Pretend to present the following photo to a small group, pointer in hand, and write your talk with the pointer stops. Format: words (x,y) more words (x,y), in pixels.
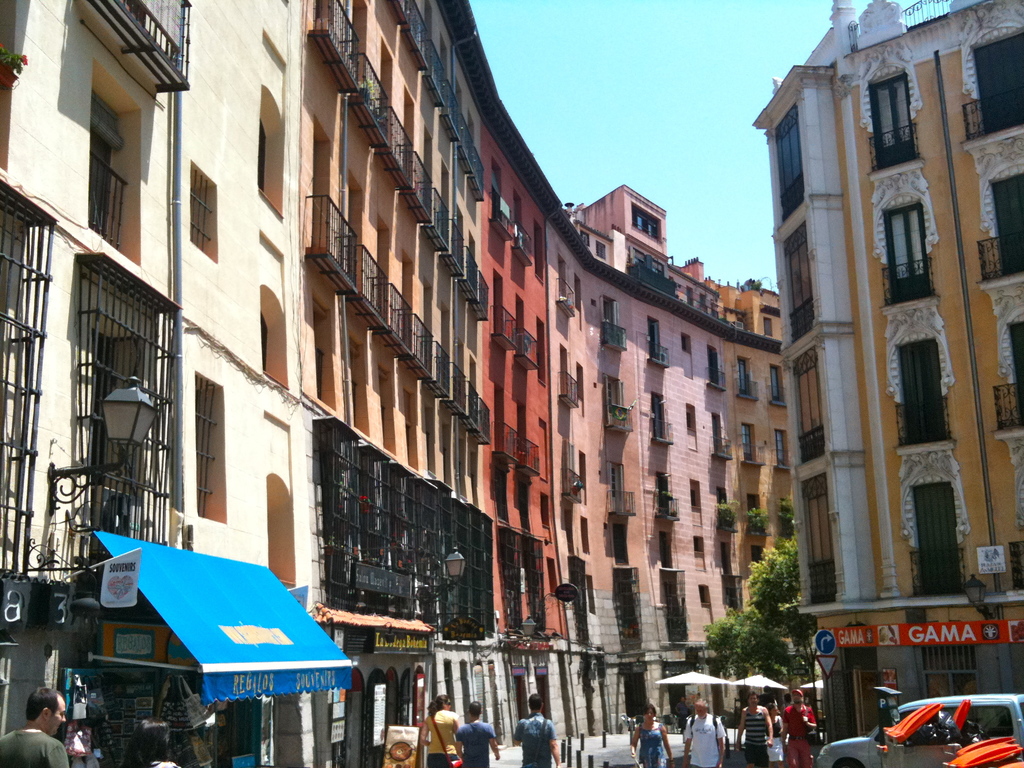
This picture is taken from outside of the building (286,427). In this image, in the right corner (881,724), we can see a vehicle (971,715) and some object (931,707). In the middle of the image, we can see a group of people (756,726) walking on the road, umbrella (747,678), hoardings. On the left side (42,716), we can also see a group of people (163,720), stall (182,715), building (434,503), balcony (382,305), window (420,501). On the right side (917,475), we can also see a building (935,209), door (920,211), balcony (916,162), board (904,634). In the background (796,613), we can also see some trees (799,599). At the top (626,63), we can see a sky (663,84), at the bottom (607,742), we can see a road (502,754).
